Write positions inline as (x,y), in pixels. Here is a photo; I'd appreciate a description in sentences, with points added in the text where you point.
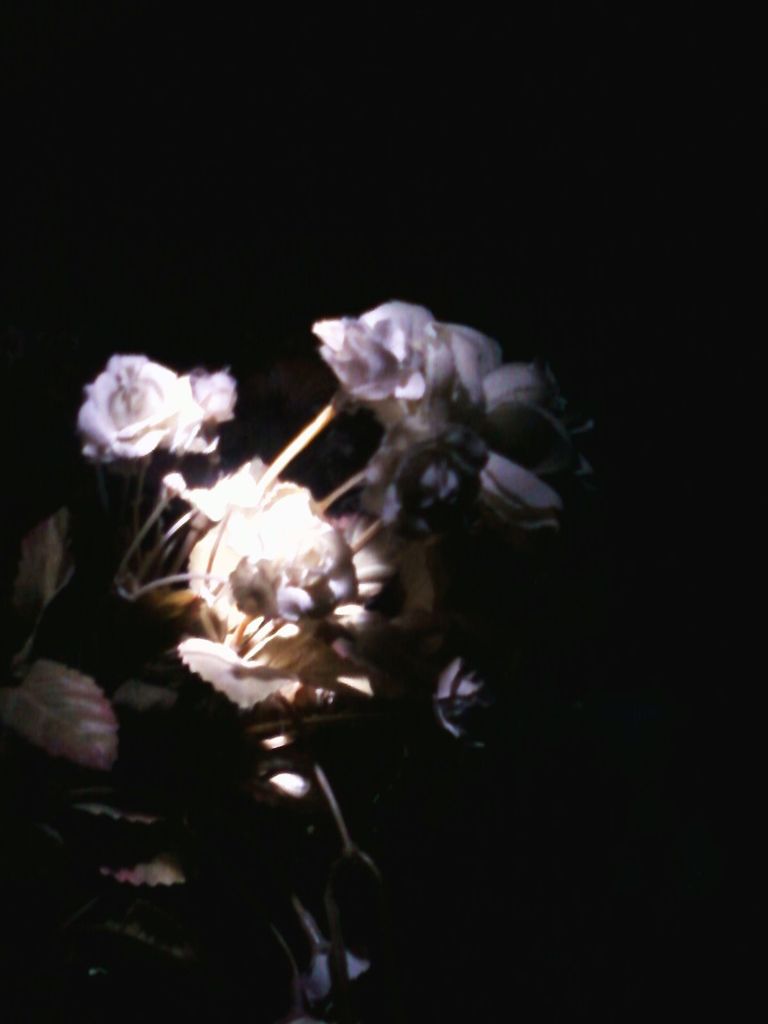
In this image we can see plants (217,504) with some flowers (201,510) on it and the background (419,230) is dark.
